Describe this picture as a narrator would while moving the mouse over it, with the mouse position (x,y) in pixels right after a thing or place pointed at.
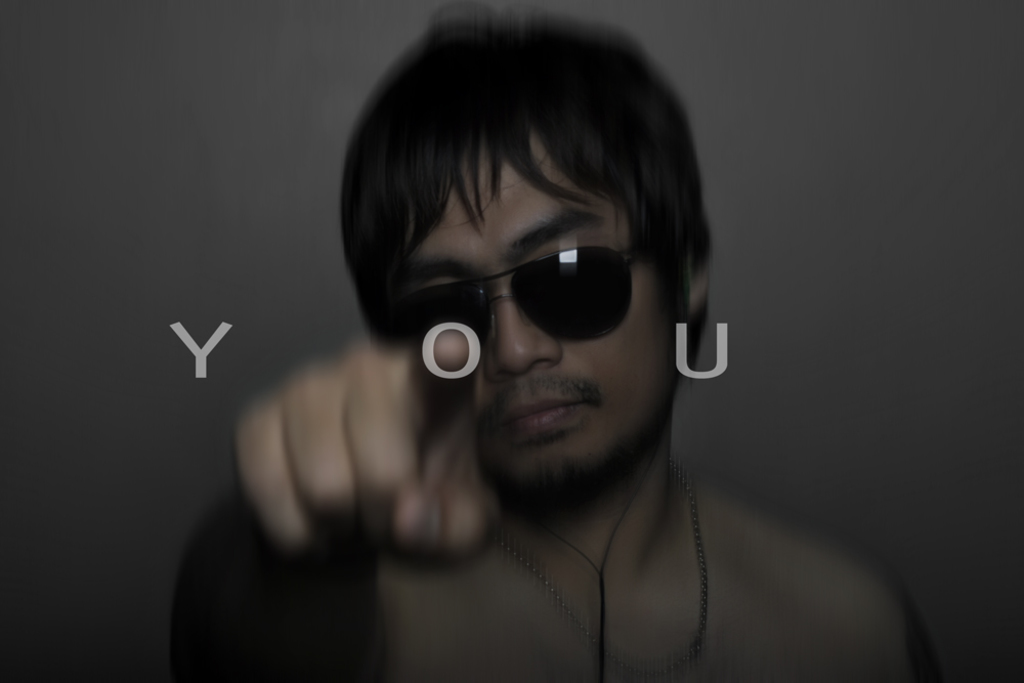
In this picture I can see a man (505,360) in front (205,638) and I see that he is wearing shades (468,302) and I can see a chain (689,487) around his neck (674,518) and I can see the text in the center of this picture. I can also see the dark grey color background (980,460).
